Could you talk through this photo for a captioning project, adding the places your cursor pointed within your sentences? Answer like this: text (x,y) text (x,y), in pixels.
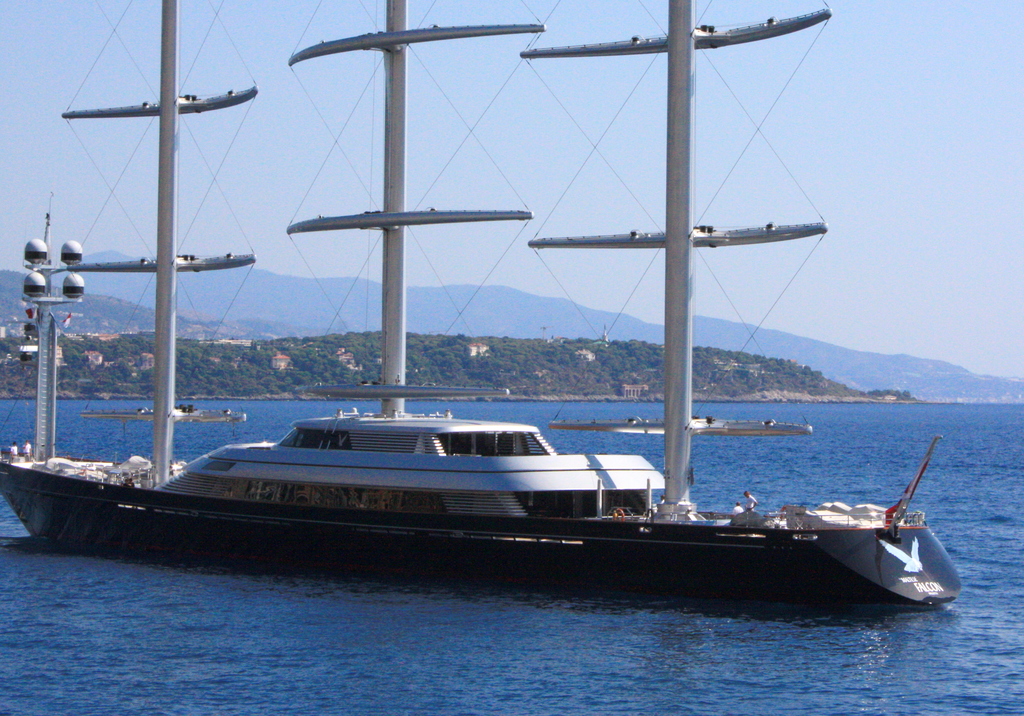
As we can see in the image there is water (409,601), boats (221,555), trees (317,365), houses (481,346), hills (261,355) and sky (982,54).
